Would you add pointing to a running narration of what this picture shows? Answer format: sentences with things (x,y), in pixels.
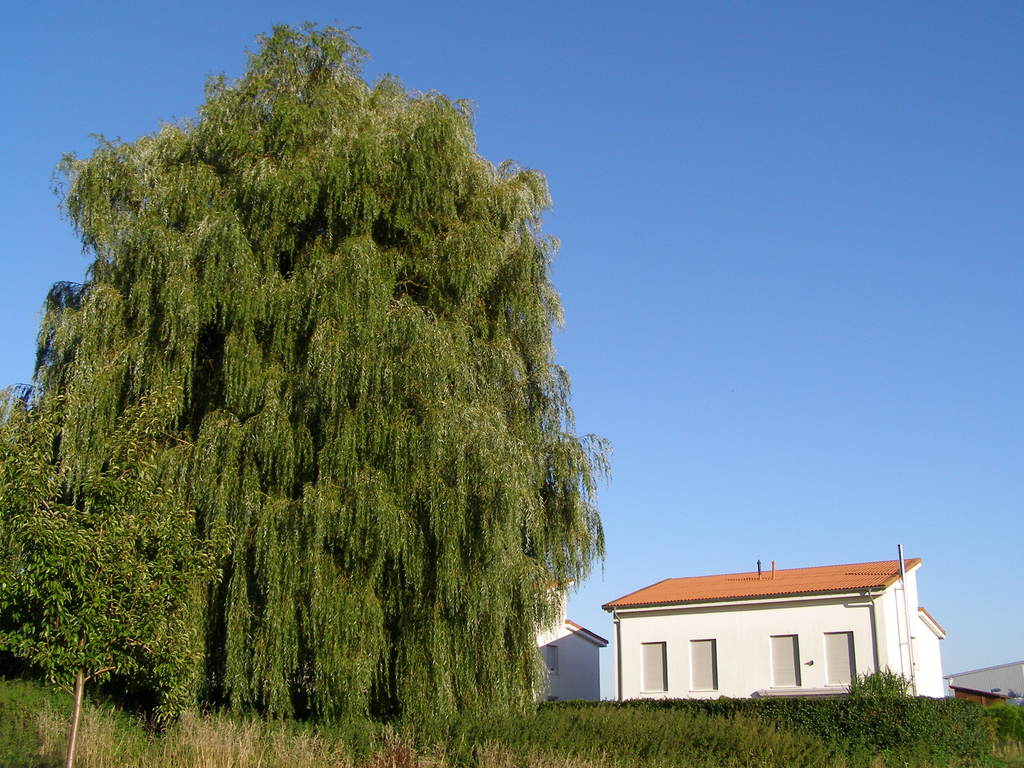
In this image I can see the trees (277,652) in green color, background (661,637) I can see few buildings (672,643) in white color and the sky (810,186) is in blue color.
